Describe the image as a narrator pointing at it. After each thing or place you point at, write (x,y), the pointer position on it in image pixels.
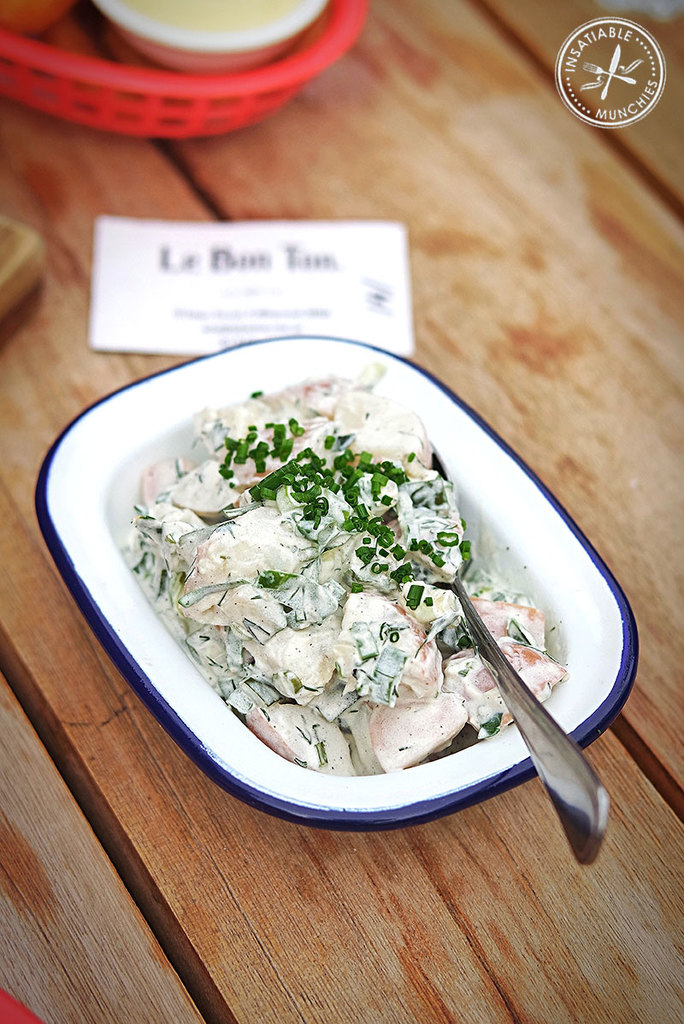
In this picture I can see the wooden surface (346,214), on which there is a white and blue color bowl (459,440) and in it, I can see food (302,498) which is of green and white color and I can also see a spoon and behind it I can see a name board (220,260) and I see something is written on it. In the background (285,20) I can see a red color thing (182,75) and a white color thing (144,28) and I see that it is blurred in the background (297,75). On the top right corner of this picture (568,73) I can see the watermark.
